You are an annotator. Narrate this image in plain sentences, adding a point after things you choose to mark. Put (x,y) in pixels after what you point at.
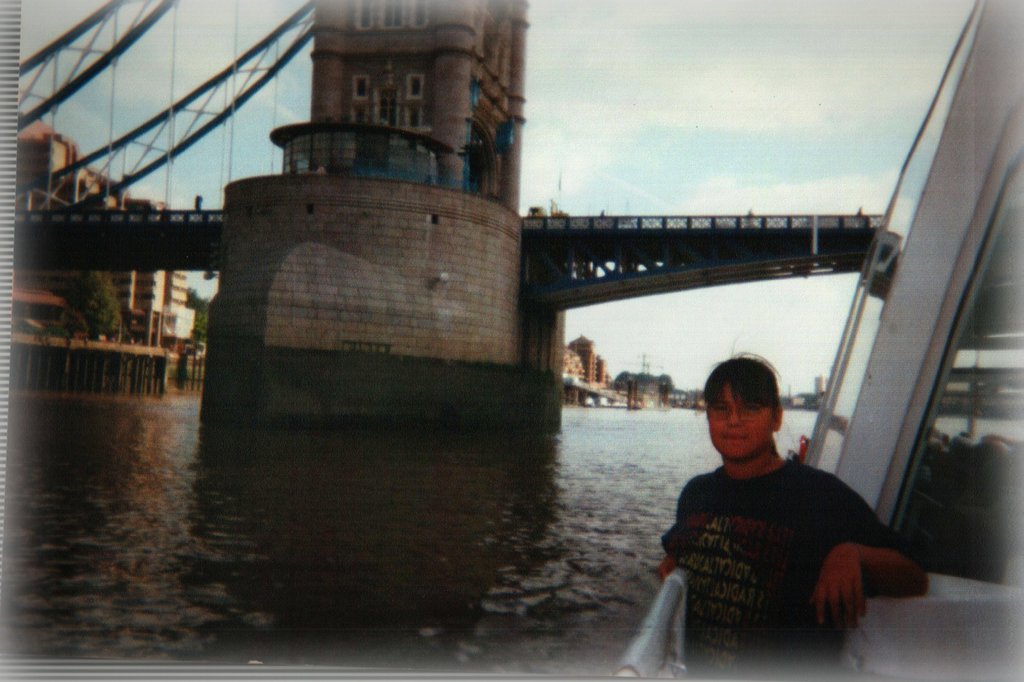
This picture is clicked outside the city. On the right (749,489) we can see a person (756,512) wearing t-shirt (764,539) and standing. On the left (102,527) we can see a water body (333,508), we can see the bridges (630,220), tower (375,199), metal rods (233,99) and some other items (916,242). In the background (753,108) we can see the sky (795,36), trees (104,297) and buildings (138,324).
